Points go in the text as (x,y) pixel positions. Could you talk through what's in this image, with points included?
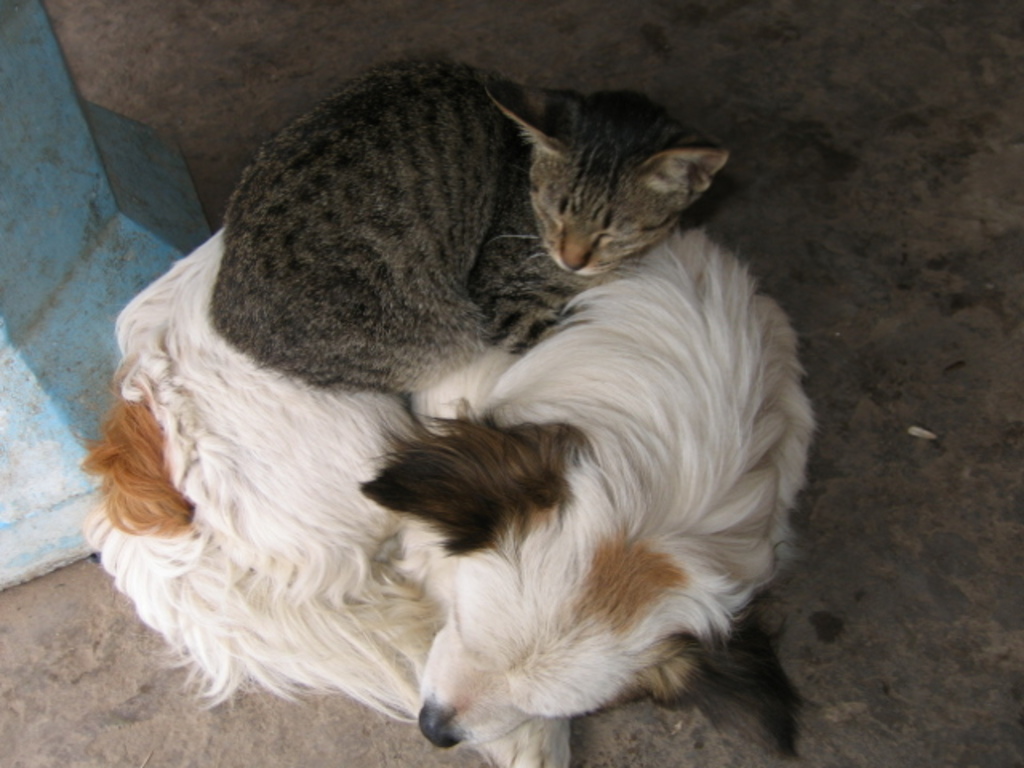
In this picture we can see the dog (500,385) laying on the surface (1006,381) and we can observe the cat (377,128) laying on the dog (220,551).
